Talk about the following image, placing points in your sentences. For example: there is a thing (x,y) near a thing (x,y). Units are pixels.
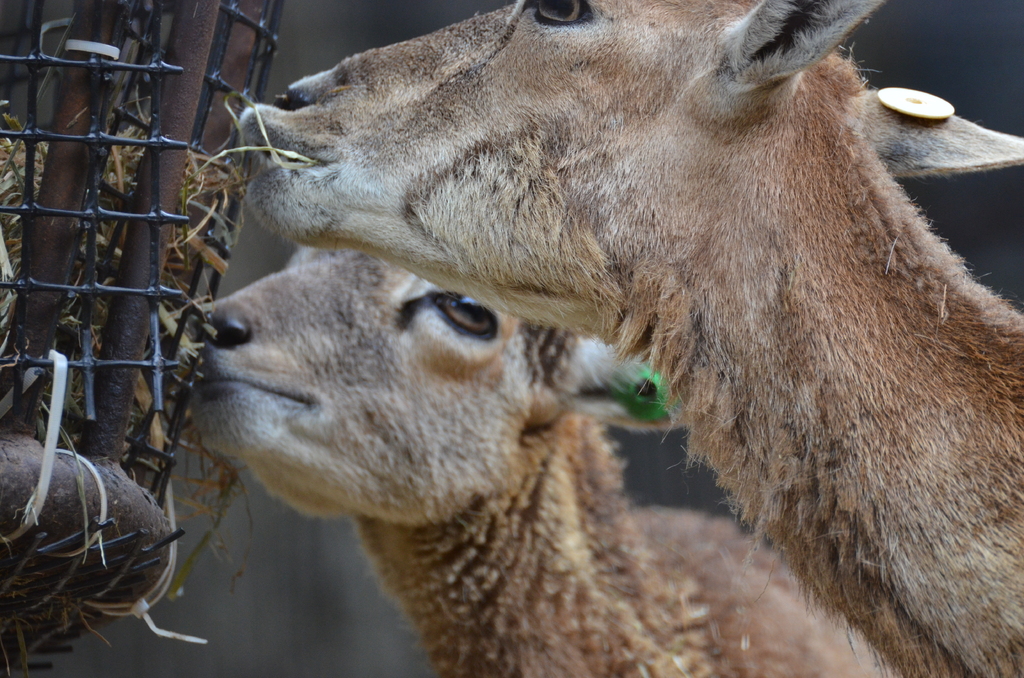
In this image, we can see animals (514,295). There is an object (117,351) on the left side of the image (50,338).
